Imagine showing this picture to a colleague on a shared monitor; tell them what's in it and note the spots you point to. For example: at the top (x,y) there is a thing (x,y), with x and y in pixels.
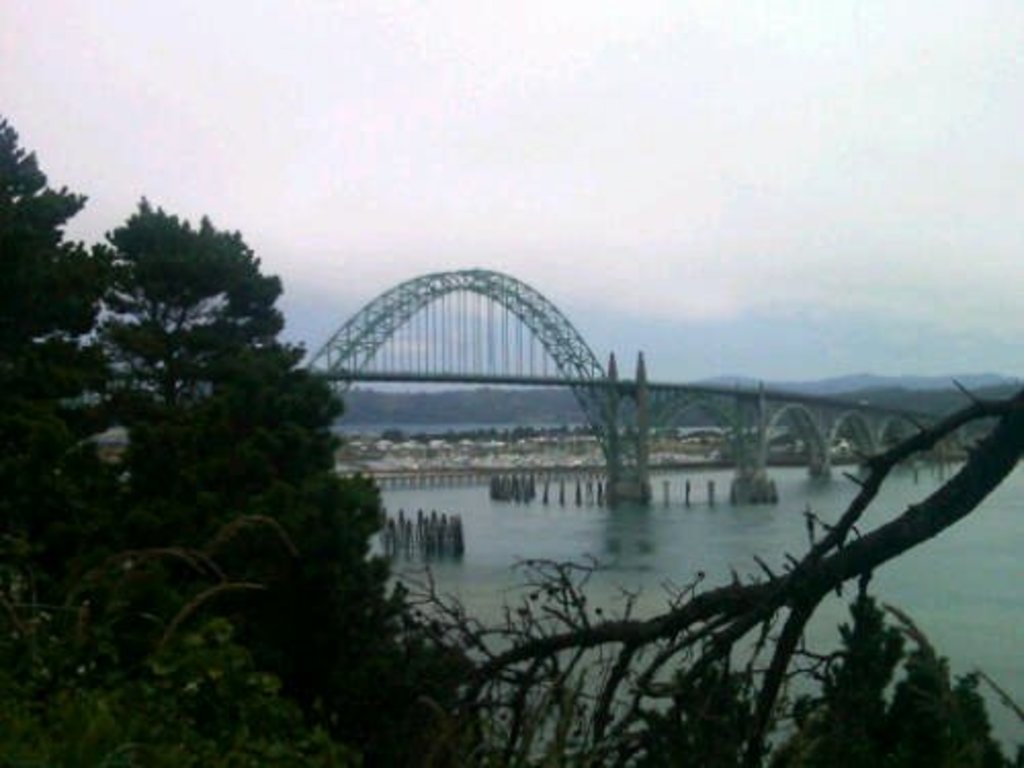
In this image we can see a river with a bridge (532,320) above that, there are some trees (13,230) and in the background (491,228) we can see the sky (641,7).
